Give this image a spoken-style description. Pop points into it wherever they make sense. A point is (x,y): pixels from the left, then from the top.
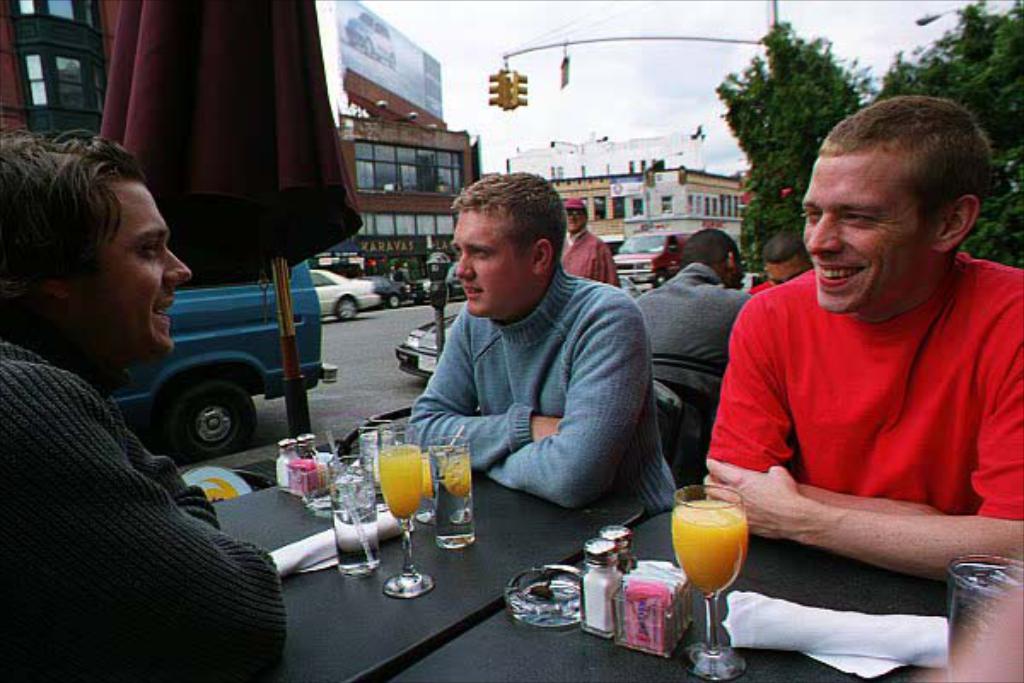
In this picture there are three men (777,325) sitting and talking they have a table (418,674) in front of them with some juice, sprinklers (613,570), tissues (855,633), water glass (465,522), paper (647,587) and in the background (369,198) there are buildings (417,142), trees (784,106), traffic light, vehicles (637,238) passing on and the sky (636,71) is cloudy.
